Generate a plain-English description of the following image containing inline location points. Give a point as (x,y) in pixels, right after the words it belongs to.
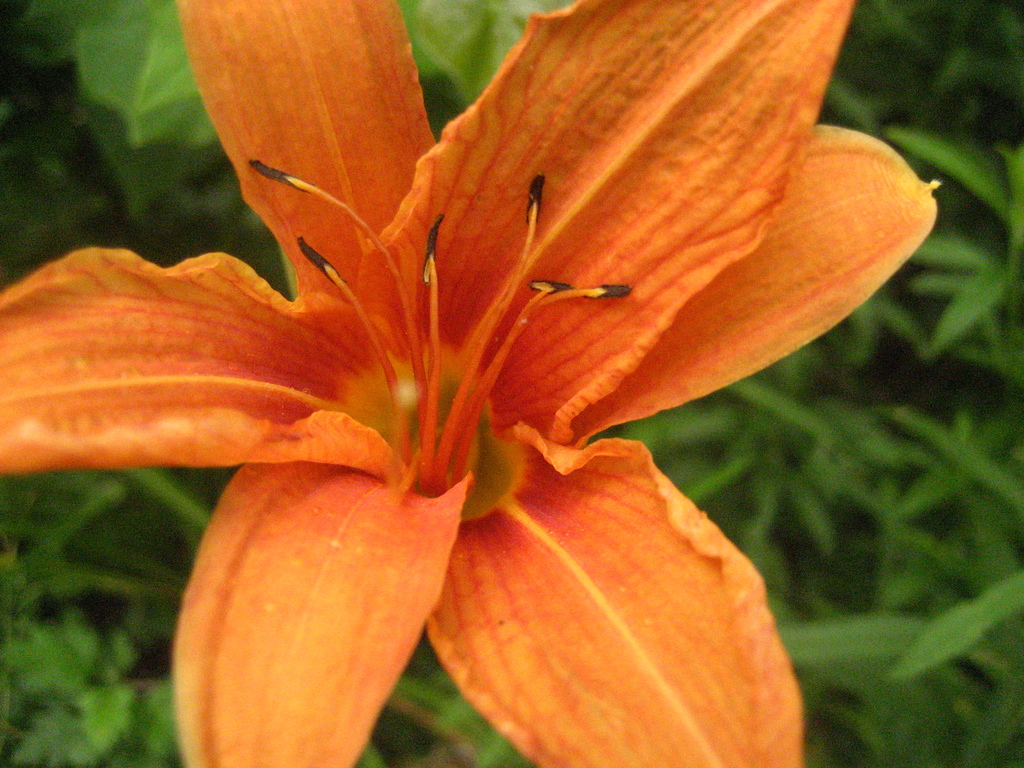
In the center of the image (439,290) we can see flower (347,444) and plants (1022,417).
